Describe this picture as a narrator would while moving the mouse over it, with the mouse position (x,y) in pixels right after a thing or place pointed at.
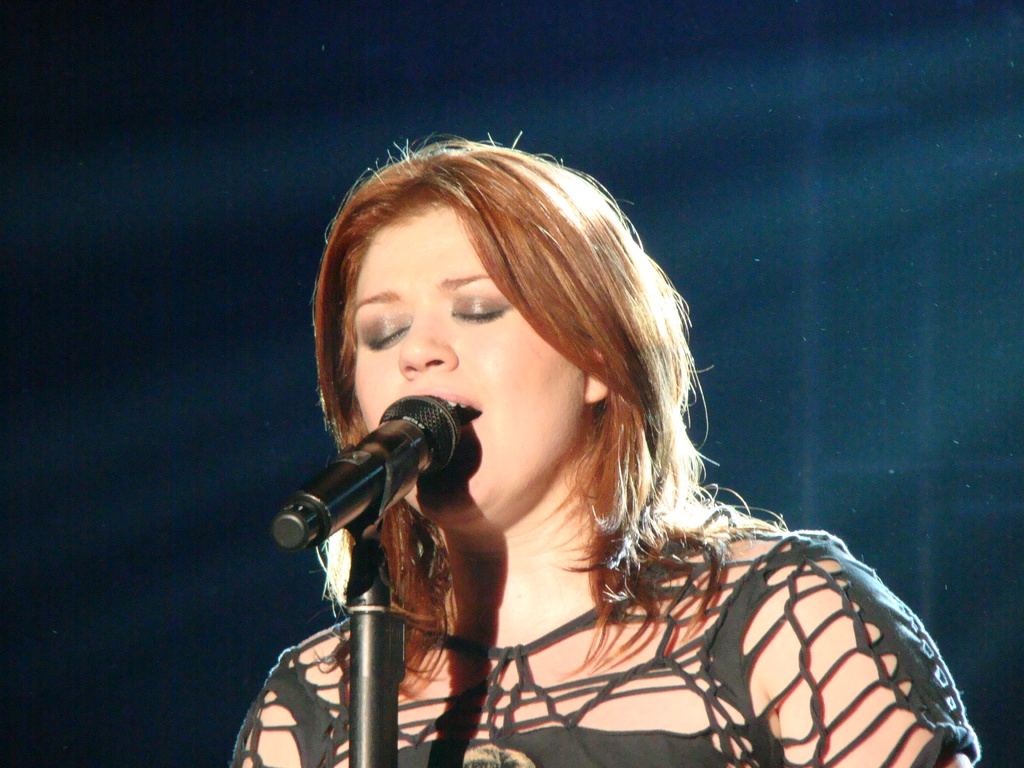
In this image we can see a person (533,596) singing into a microphone (444,447).
